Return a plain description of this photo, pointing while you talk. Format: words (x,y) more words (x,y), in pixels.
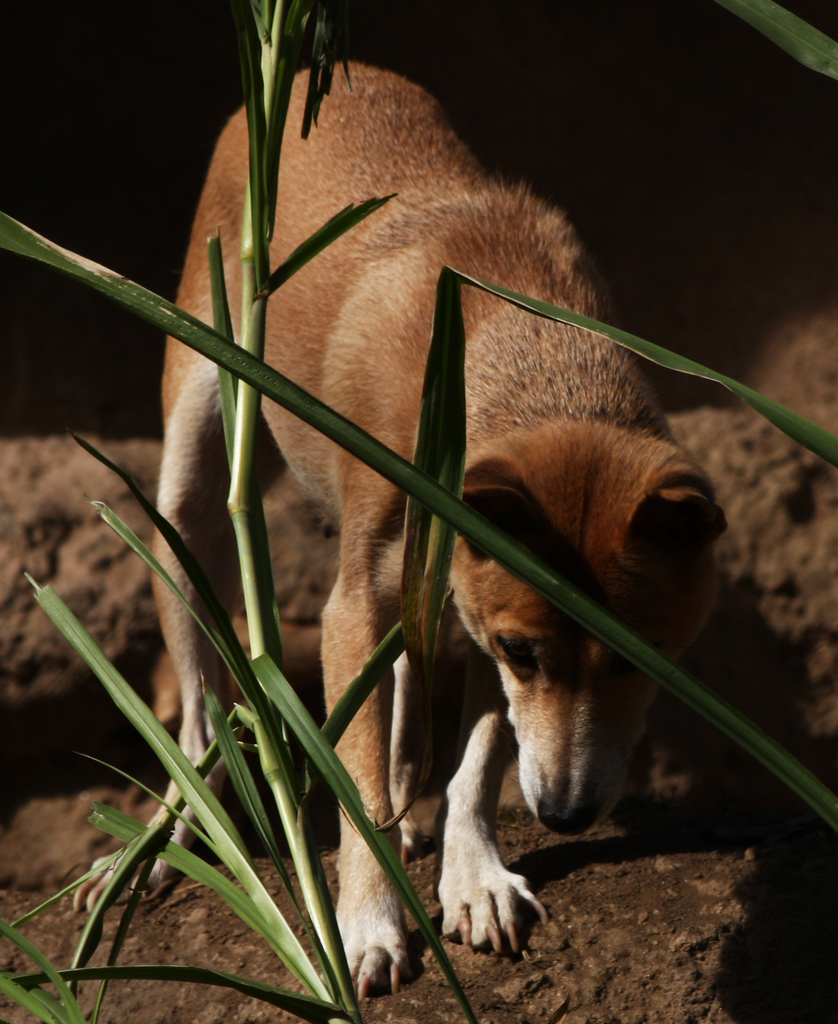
In this image I can see a plant (243,800). I can see an animal (397,367). I can see the background (773,140) is black in color.
